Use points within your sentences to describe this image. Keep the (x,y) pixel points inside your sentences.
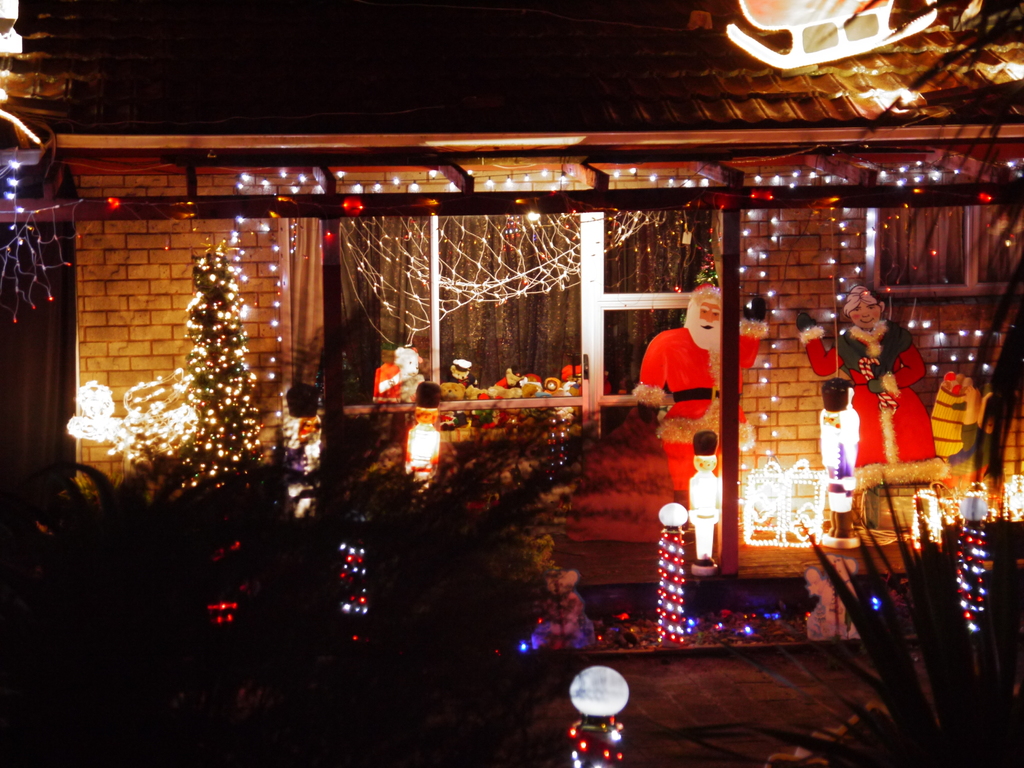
In this image we see a building (768,342), there is a christmas tree (230,357), few lights (600,210) and pictures (741,369) in the building (725,376) and in front of the building (782,287) there are plants (285,540).
